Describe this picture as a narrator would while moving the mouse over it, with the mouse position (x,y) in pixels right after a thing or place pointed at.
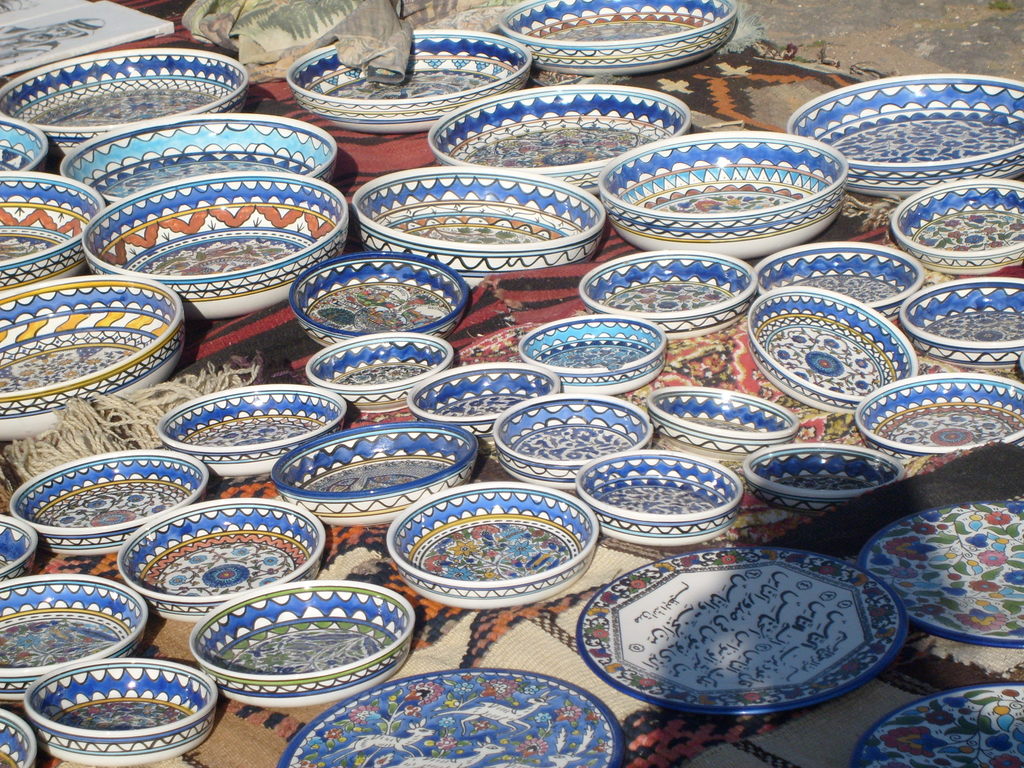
In this image in the middle (425,422), there are blankets (249,485) on those there are bowls (396,465), plates (489,729). At the top (260,42) there are frames (117,34), blankets (278,33) and floor (917,45).
